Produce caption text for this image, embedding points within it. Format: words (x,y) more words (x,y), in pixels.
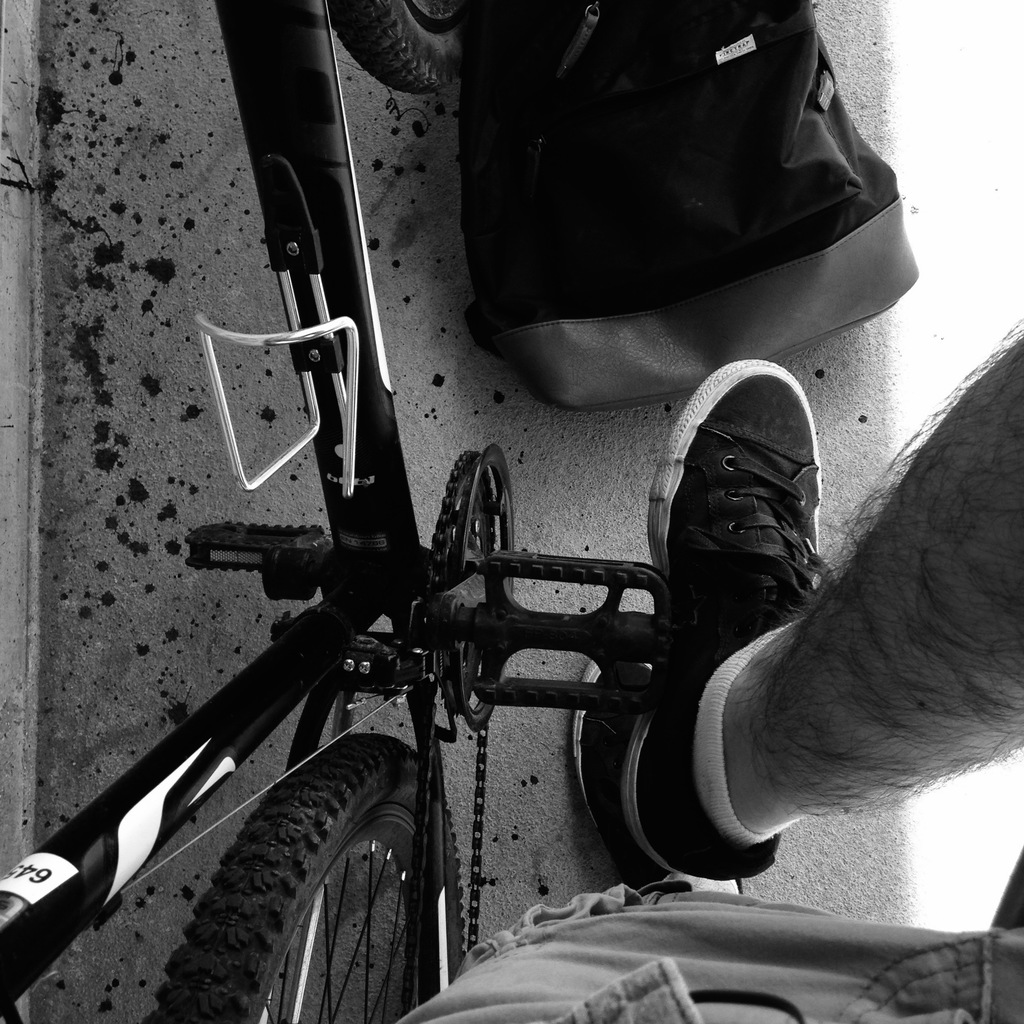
In this picture I can see the truncated image of a cycle (258,43) and I can see a leg (849,707) of a person (680,470). On the top of this picture (640,237) I can see a bag (707,208) and I see the path (50,76).
